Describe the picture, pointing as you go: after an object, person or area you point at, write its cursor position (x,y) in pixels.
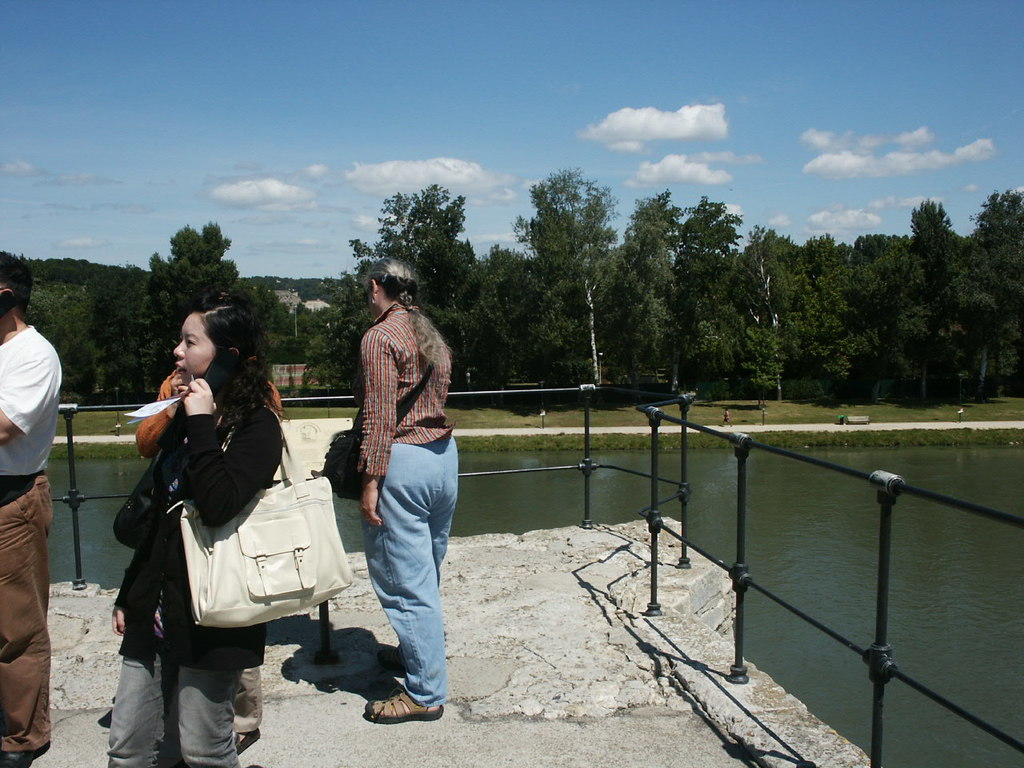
It seems to be a bridge (364,607). Here I can see three persons (251,421) are standing by holding bags (181,514). On the right side (685,524) there is a railing (880,596). In the background (798,516), I can see the water (802,515). In the middle of the image (560,430) there are few people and a bench (858,418) on the road (516,431). In the background (503,350) there are many trees (459,319) and buildings (287,306). At the top of the image (384,102) I can see the sky (642,85) and clouds (699,119).
